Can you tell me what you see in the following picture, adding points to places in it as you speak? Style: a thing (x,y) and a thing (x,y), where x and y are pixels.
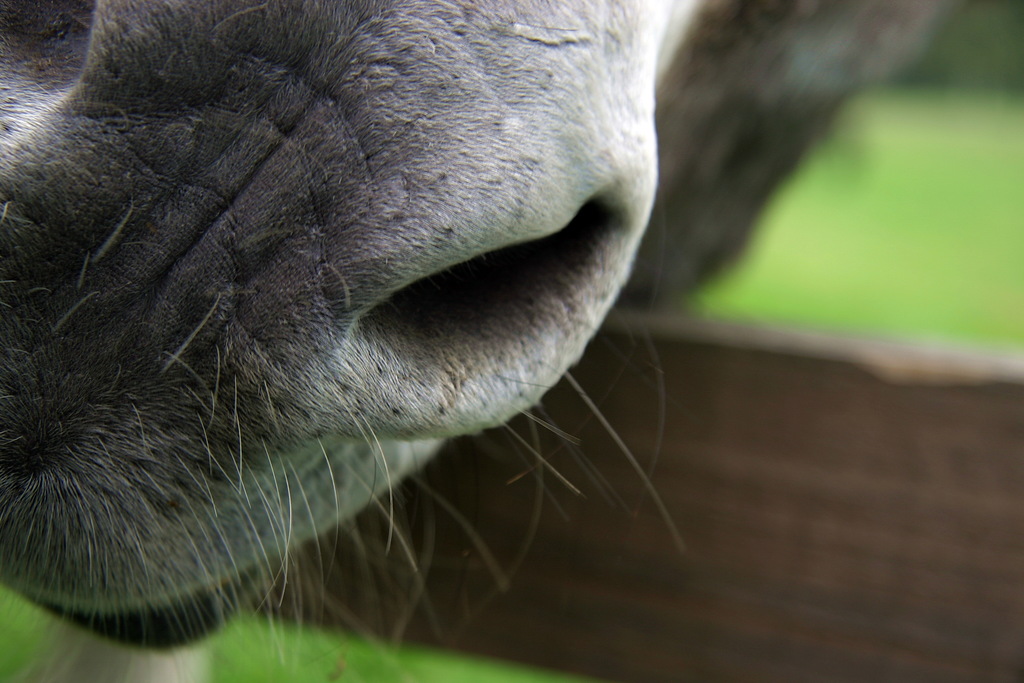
In the image we can see a animal nose (155,18). Background of the image (986,9) is blur.
